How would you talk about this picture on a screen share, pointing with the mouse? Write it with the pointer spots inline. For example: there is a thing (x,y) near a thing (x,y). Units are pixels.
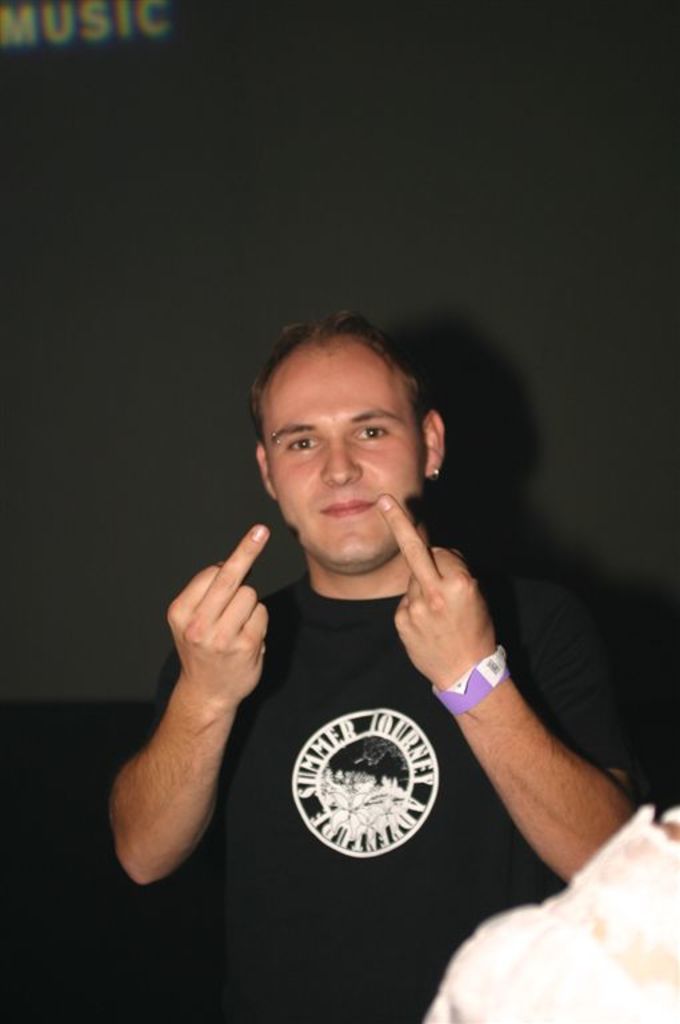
In this picture there is a man (415,696) wearing black color t-shirt (372,784) standing in the front (414,599), smiling and giving a pose to the camera. Behind there is dark background (108,344).
